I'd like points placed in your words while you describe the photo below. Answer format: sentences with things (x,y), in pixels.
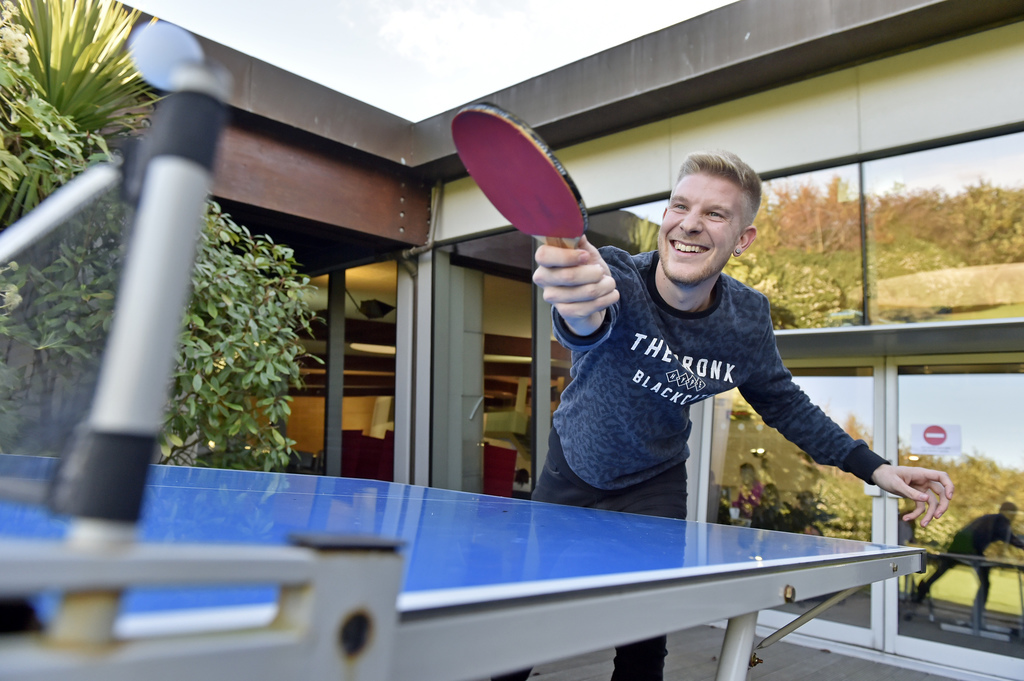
In this picture there is a man (663,310) playing table tennis and holding a bat (524,153) and we can see table (150,617), net (149,170) and ball (164,72). We can see trees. In the background (390,308) we can see glass doors (996,490), wall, poster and glass windows (924,199).
